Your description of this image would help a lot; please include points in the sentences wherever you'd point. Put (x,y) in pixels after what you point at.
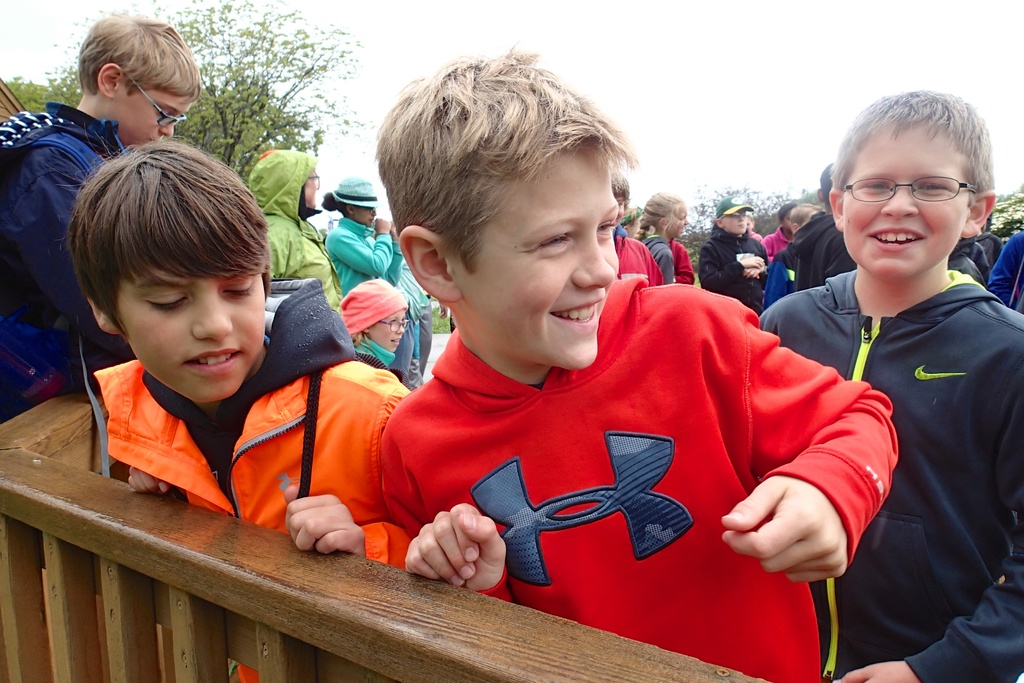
In this image there are a group of people (415,330) standing, and in the foreground (45,468) there is a wooden railing (64,576). And in the background (353,110) there are some trees (237,88), and at the top (774,83) there is sky (750,122).
